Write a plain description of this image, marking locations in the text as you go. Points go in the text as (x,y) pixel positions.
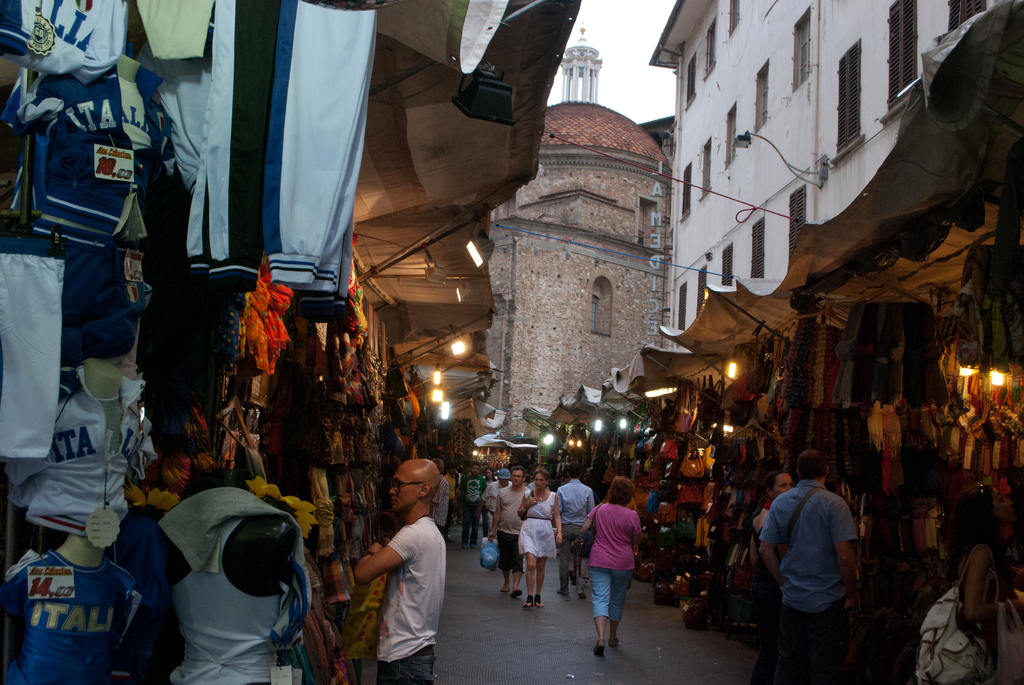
This picture describes about group of people (533,540), few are standing and few (565,509) are walking, beside to them we can find few clothes (276,296), bags (700,463), lights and tents (700,348), in the background (644,181) we can see few buildings (615,207).
